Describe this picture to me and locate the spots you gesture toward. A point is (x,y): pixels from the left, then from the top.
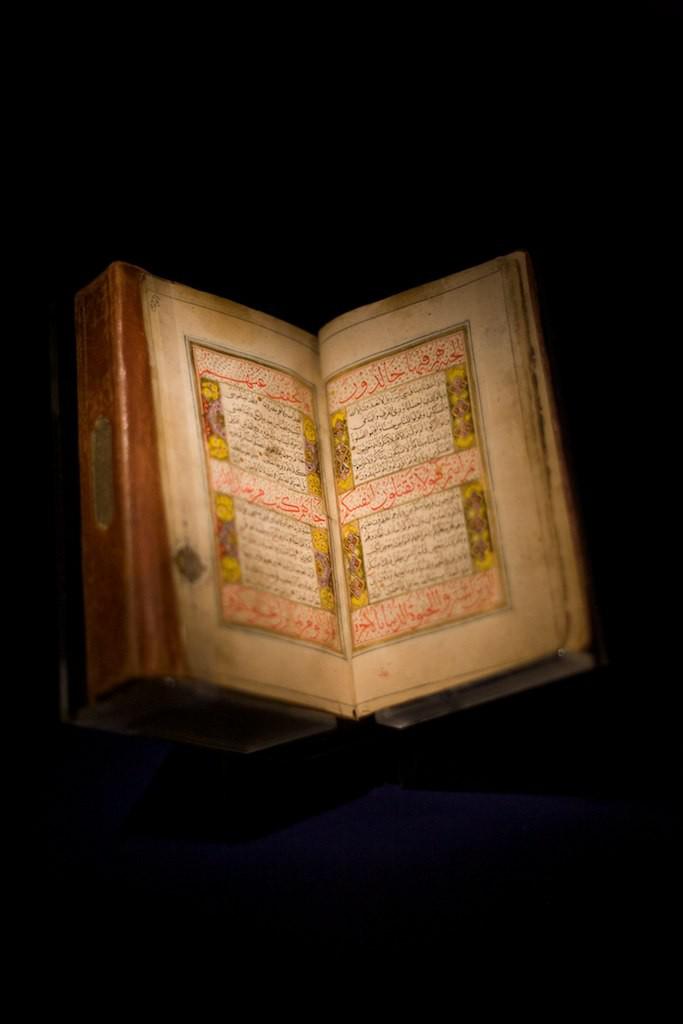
In this image we can see a book (481,438) with text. The background of the image (179,5) is dark.
